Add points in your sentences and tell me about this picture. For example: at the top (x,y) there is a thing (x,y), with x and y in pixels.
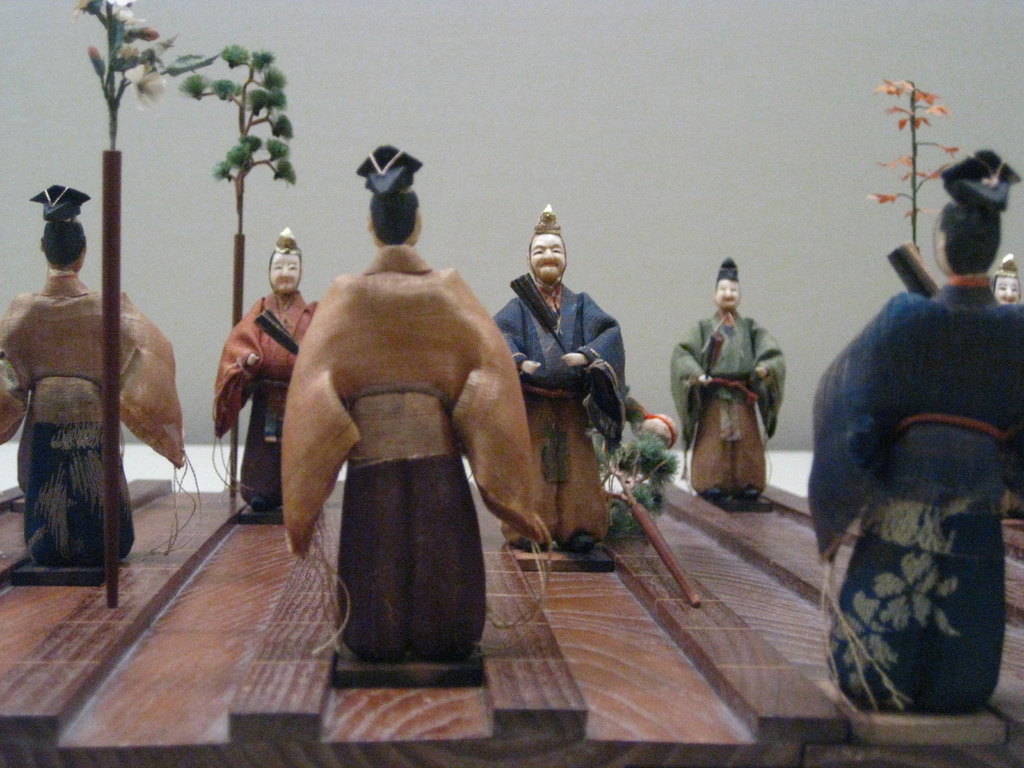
In this picture I can observe toys (432,358) placed on the table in the middle of the picture (549,355). In the background (564,134) I can observe wall (508,98).
